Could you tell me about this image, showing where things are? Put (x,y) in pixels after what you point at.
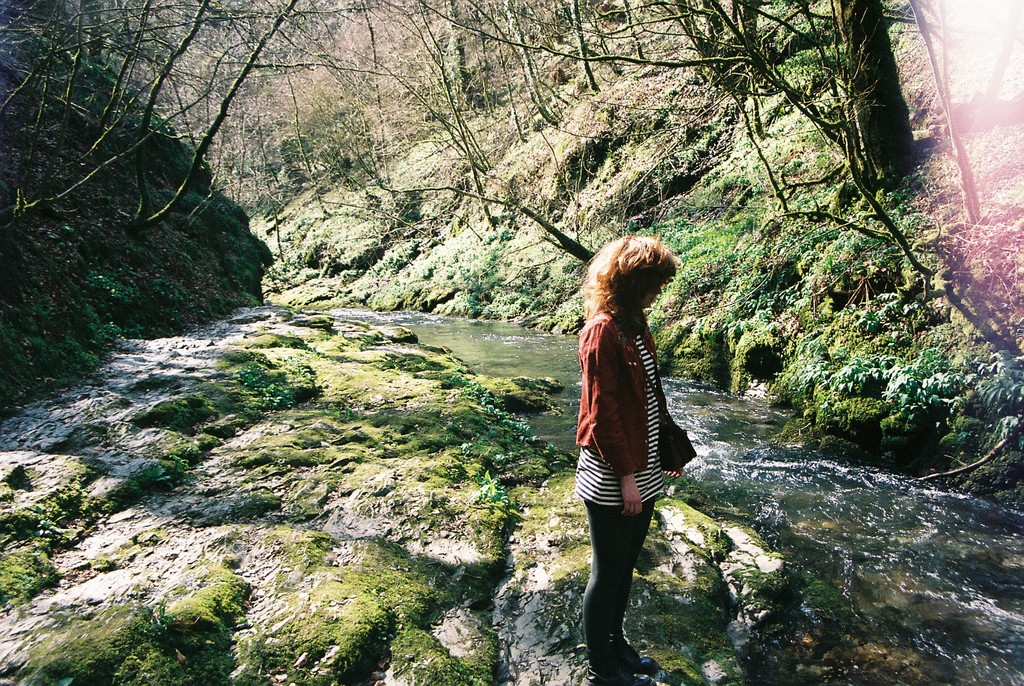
There is a woman (620,535) in black color pant (613,547) standing on the grass (635,626) on the ground (673,650) near water (798,473) of a river (694,389). In the background (921,461), there is grass (700,242) on the ground (688,182), there are plants (460,221) and trees (260,79) on the hills (405,104) and there is sky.
